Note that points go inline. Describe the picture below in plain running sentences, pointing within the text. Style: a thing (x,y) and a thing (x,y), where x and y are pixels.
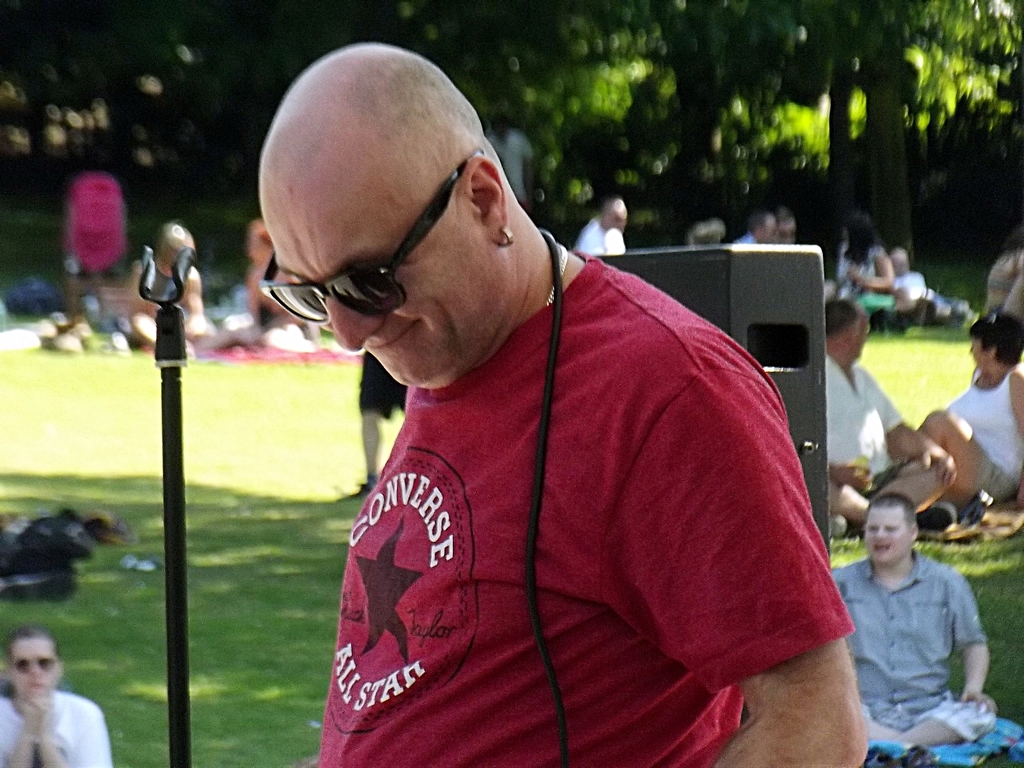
In the image there is a bald headed man (441,465) in maroon t-shirt (500,471) and specs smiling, behind him there are many people (890,463) sitting on the grassland (116,741), over the background (301,39) there are trees (622,111).
